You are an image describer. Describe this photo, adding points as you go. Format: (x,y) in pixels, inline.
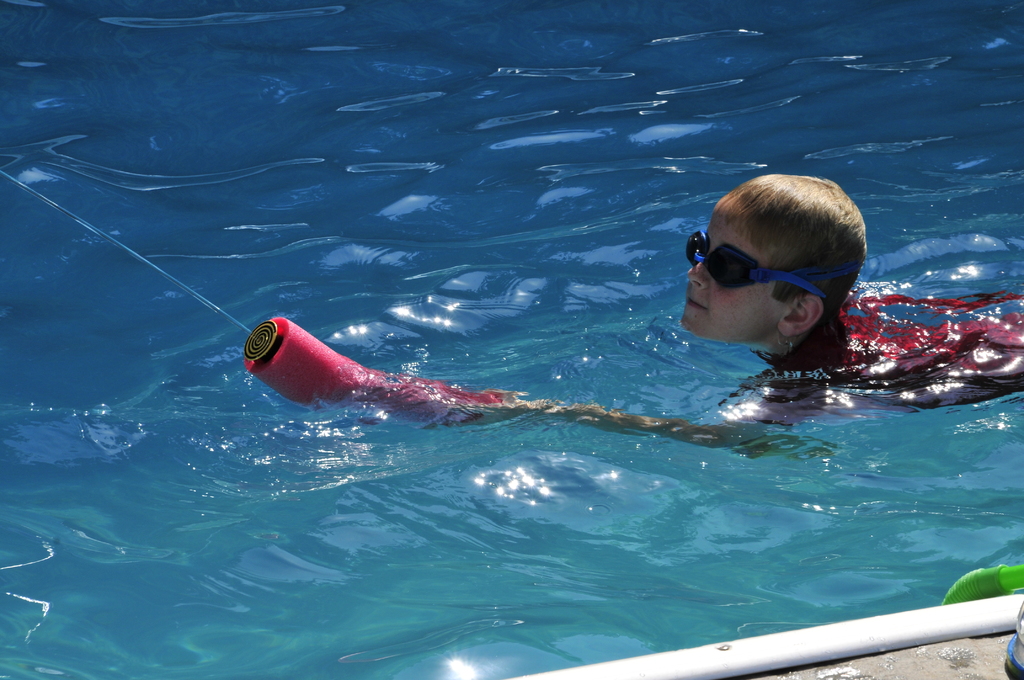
In this picture, there is a boy (826,281) swimming in the water (410,506). He is holding an object (343,386) and he is wearing red clothes (918,345).
